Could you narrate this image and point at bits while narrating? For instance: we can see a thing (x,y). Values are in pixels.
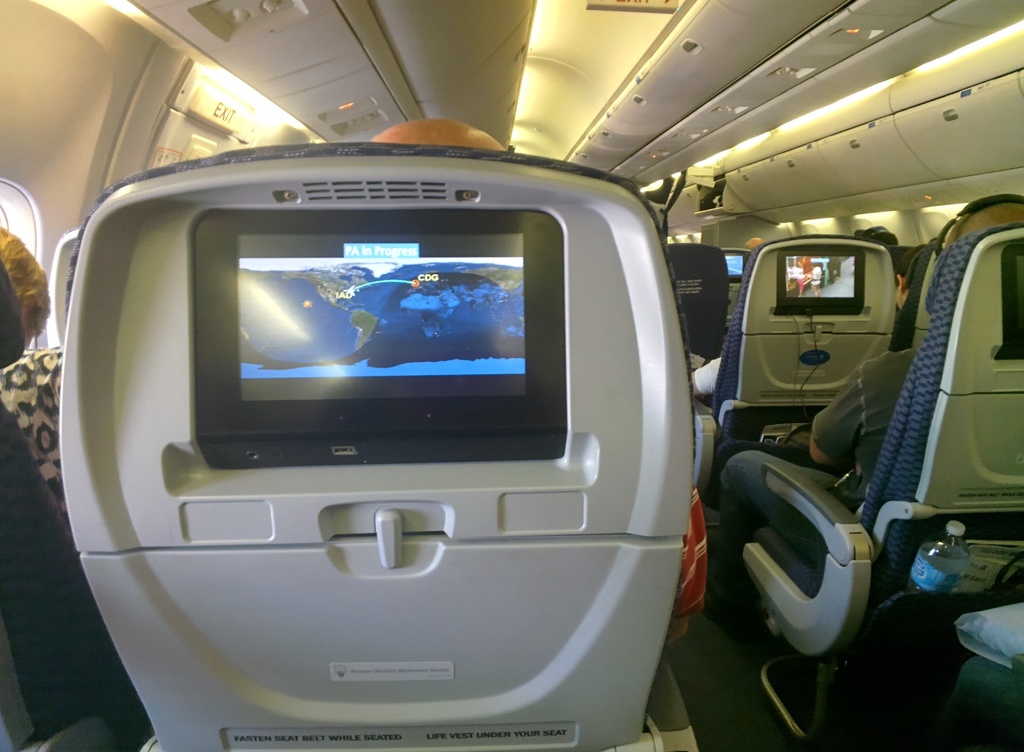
In this image I can see the interior (621,455) of an aeroplane (541,545) in which I can see the ceiling (615,72), few lights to the ceiling (591,99), few chairs (643,284), few persons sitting on chairs (720,311) and screens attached to the chairs (700,285).
